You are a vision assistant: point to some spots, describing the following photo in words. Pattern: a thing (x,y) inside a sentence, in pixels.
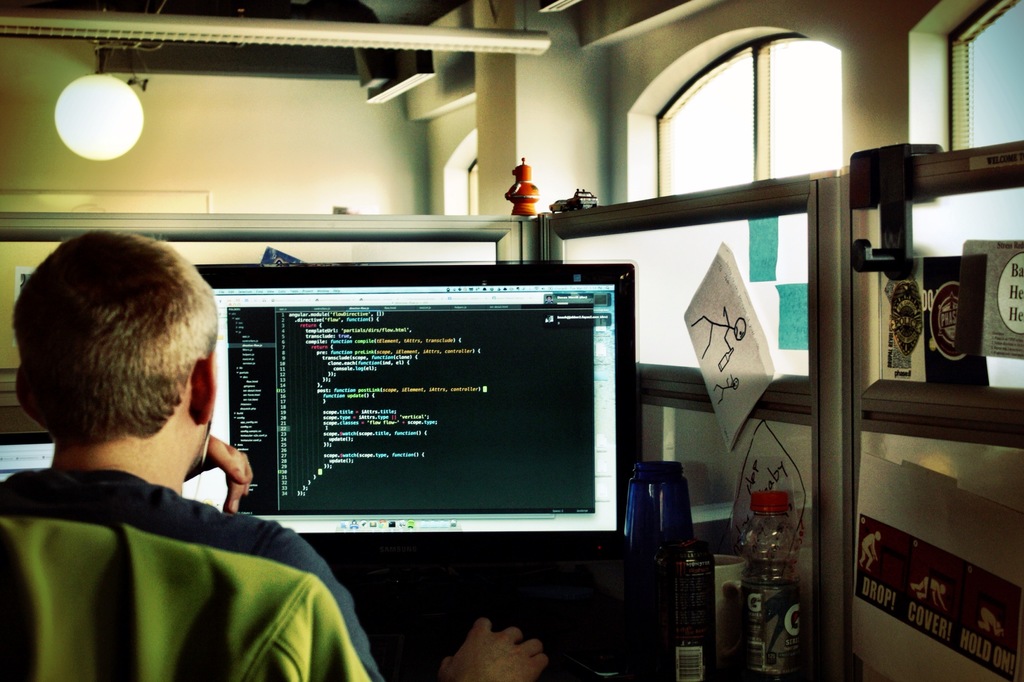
In this image we can see a person (179,316) sitting and facing towards the monitor (357,460) and we can also see bottle (771,525), paper (750,357) and lights (61,122).
